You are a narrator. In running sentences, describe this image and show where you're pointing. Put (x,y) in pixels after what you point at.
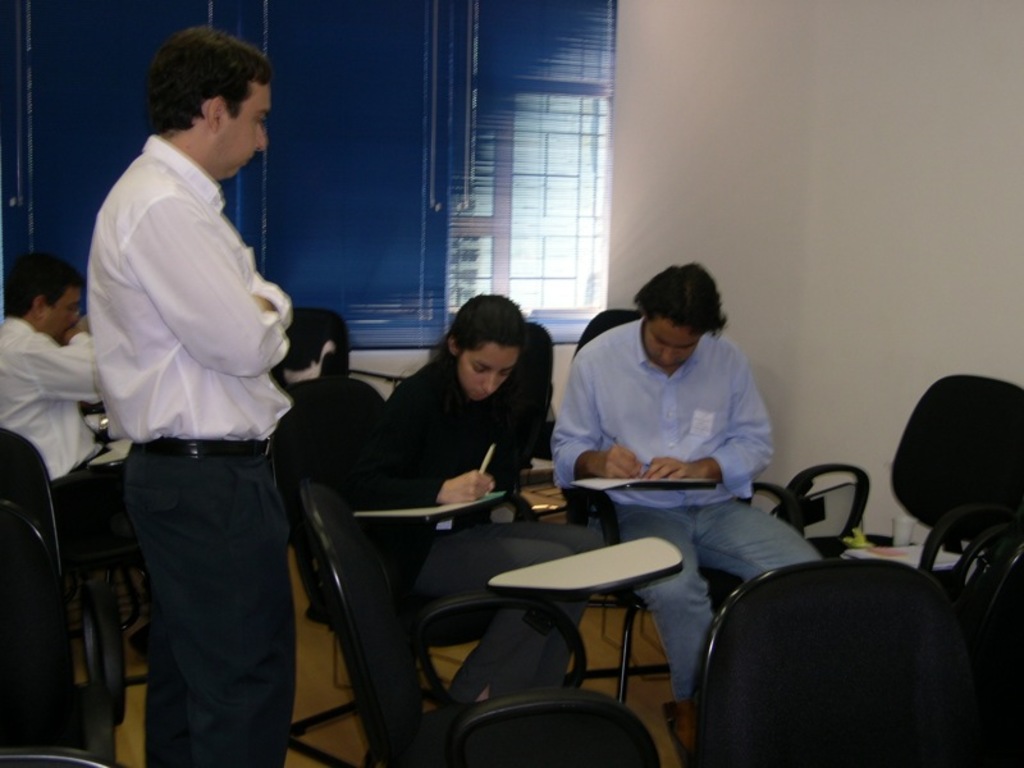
In this image I can see few people (283,401) where one is standing and rest all are sitting on chairs (11,463).
